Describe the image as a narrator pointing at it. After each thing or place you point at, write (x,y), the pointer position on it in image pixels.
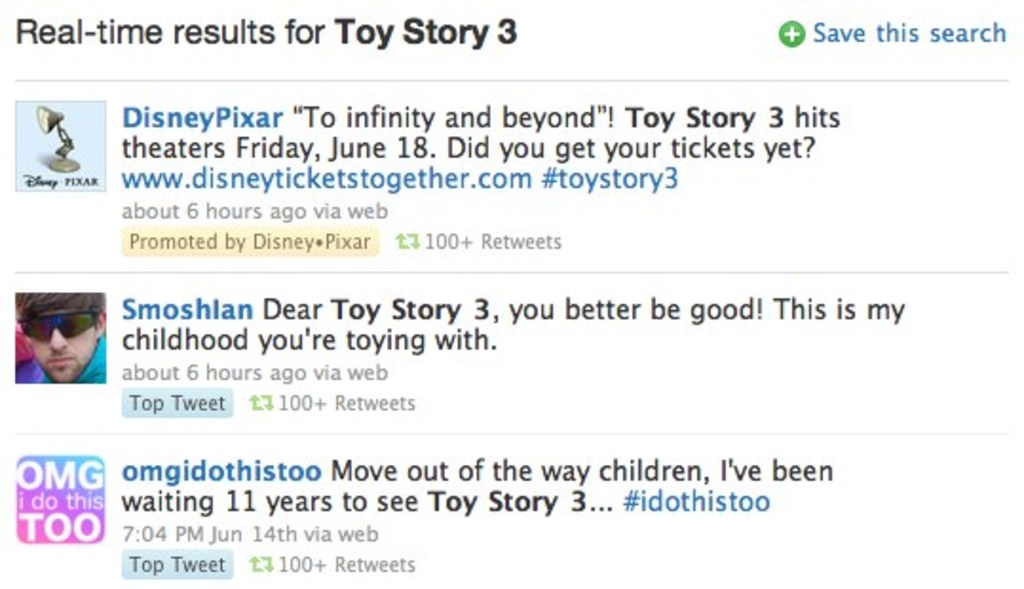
This is a screen (530,334). In this screen (419,314) we can see there are texts (138,146) and three images (65,509). And the background of this image (42,266) is white in color.
